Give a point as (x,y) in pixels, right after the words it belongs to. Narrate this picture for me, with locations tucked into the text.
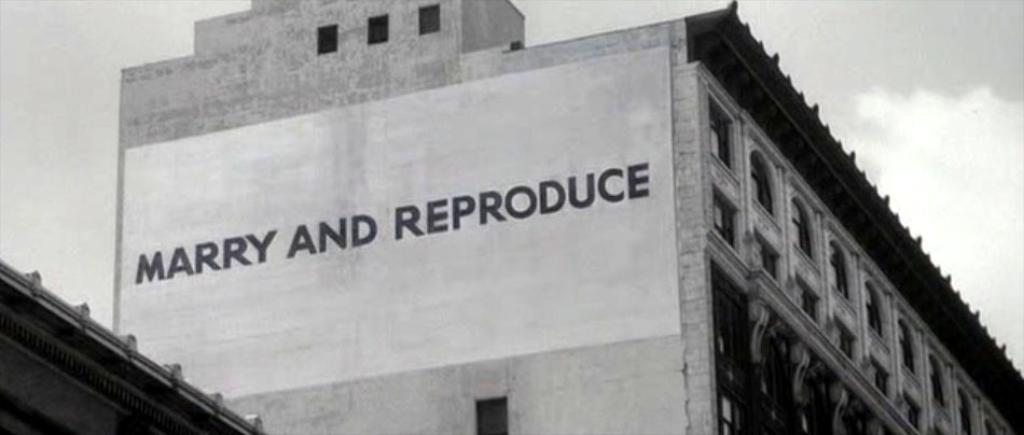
In this image there are two buildings (459,317), there is a board (477,322) on the building (678,138), sky (928,101).
